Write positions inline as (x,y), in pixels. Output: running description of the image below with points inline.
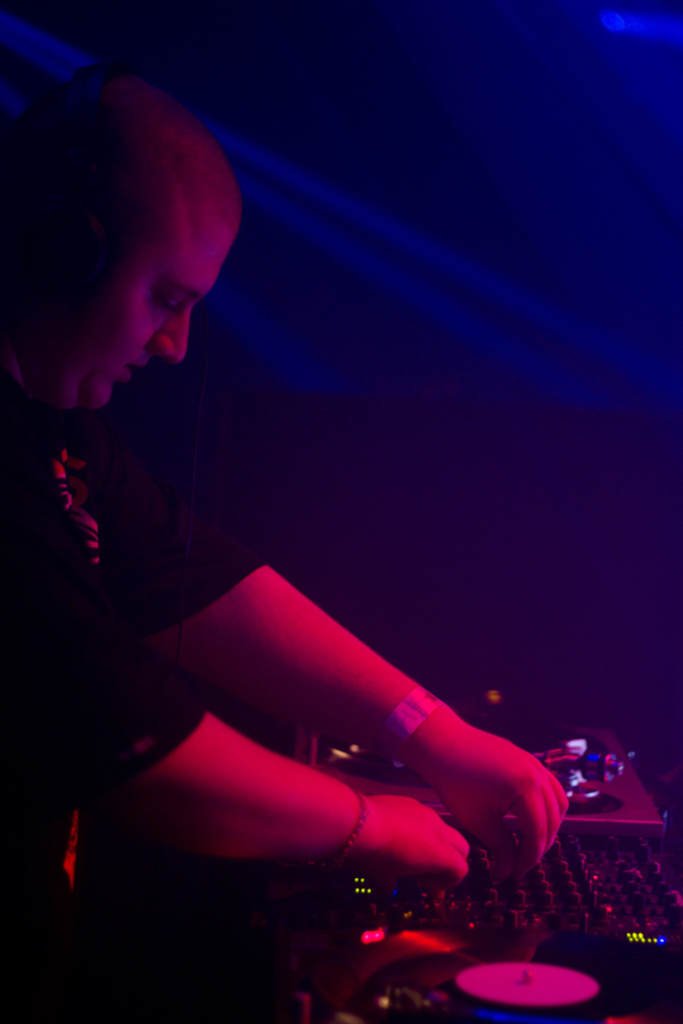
In this image we can see a man (59,518) playing dj.
